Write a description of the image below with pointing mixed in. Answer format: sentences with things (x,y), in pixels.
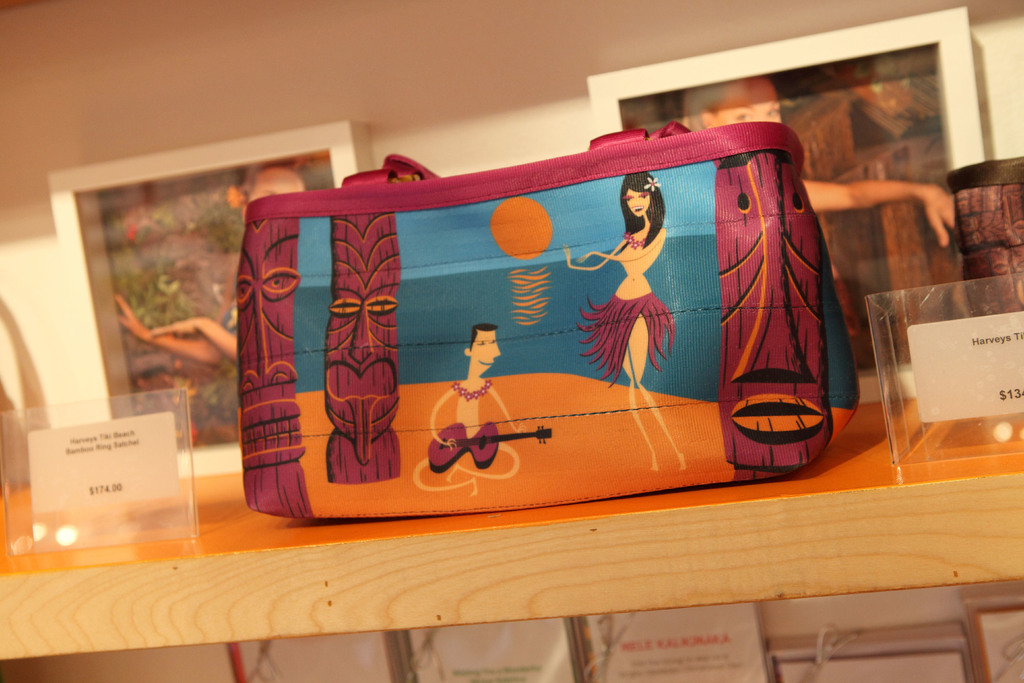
In this image in the center (607,242) there is one hand bag (353,404) on the table (114,583) and on the background (334,74) there is a wall (484,54) and on the wall (553,46) there are two photo frames (852,199). And on the right side (933,369) and left side (61,488) there are two name plates (75,479).
